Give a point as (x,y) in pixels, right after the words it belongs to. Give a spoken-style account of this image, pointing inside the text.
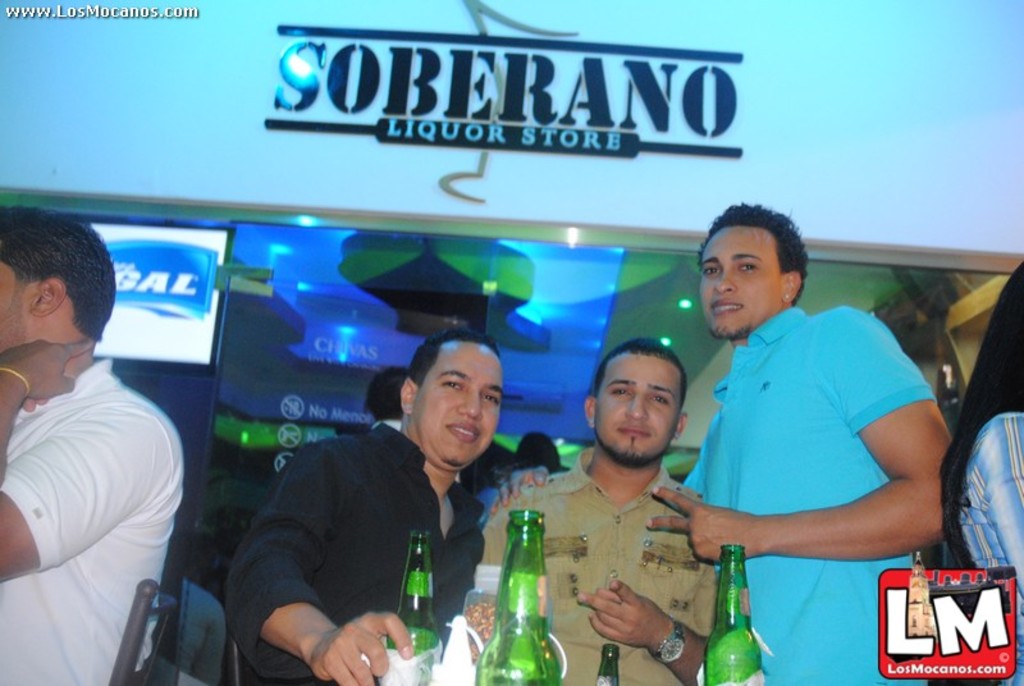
In this picture there are three men (340,483) posing for a picture. In front of them there are some bottles (505,623). In the background (263,237), there is a wall (840,118) and a glass (436,291) here to which a television (157,295) is attached.
